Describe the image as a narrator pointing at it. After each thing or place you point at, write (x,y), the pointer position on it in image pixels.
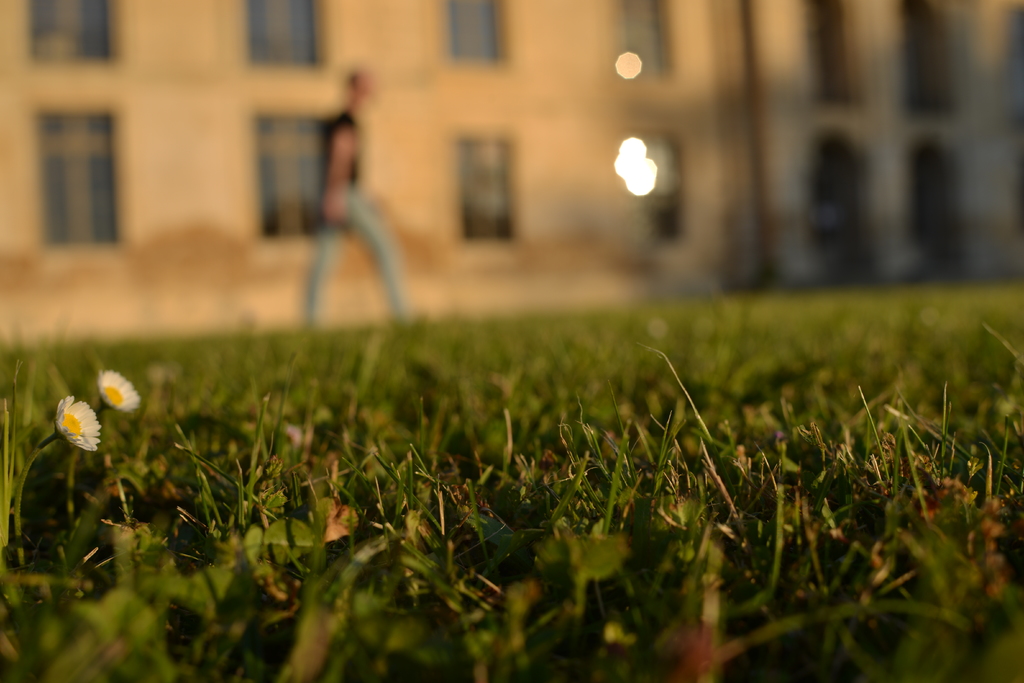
In this image I can see some grass (620,462) on the ground (523,423) and few flowers (93,437) which are white and yellow in color. I can see the blurry background (358,200) in which I can see a person (376,226) walking, a brown colored building (531,175) and few windows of the building (424,143).
